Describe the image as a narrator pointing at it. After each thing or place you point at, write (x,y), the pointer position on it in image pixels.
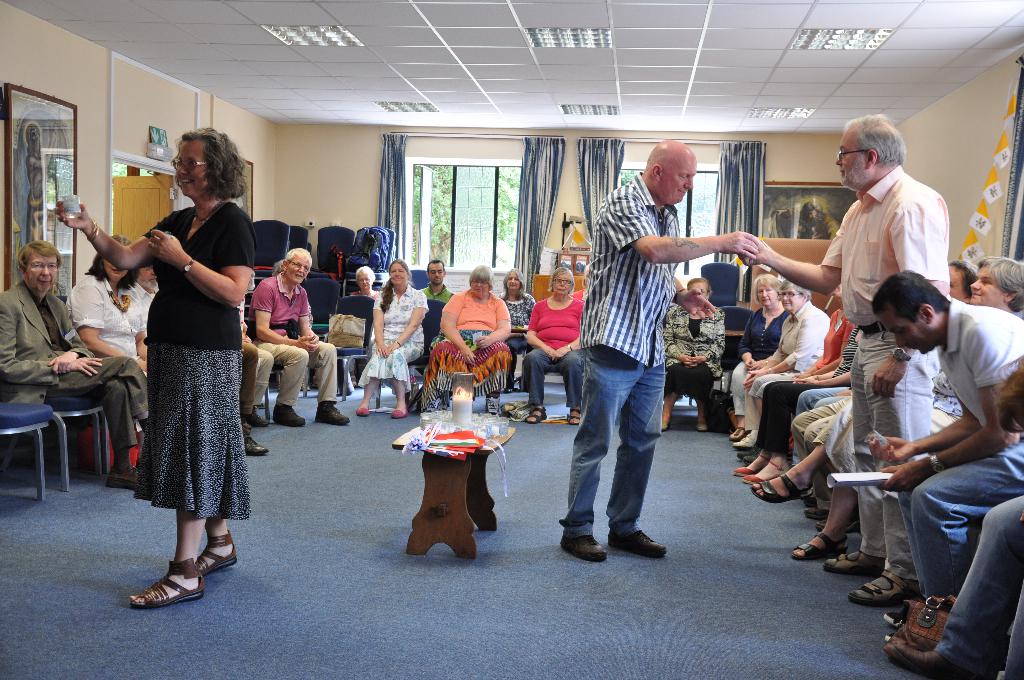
In this image I can see a woman (218,438) standing wearing a black shirt (174,317) and black skirt (183,438). She is holding some object (68,209) in her hand (82,224). I can see two men (682,290) standing and holding their hands (746,253). I can see a group of people (490,346) sitting on the chairs (318,332). I can see a bag (357,342) placed on the chair (351,353). This is a teapoy (424,467) where some objects (471,438) and a candle (469,405) is placed on the table (465,436). I can see a small bag (919,626) which is kept on the floor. This man (960,500) is sitting and holding a paper (891,483) on his hand (912,479). I can see a photo frame (60,138) which is attached to the wall (51,83). At background (454,234) I can see a window (467,221) which is opened and a curtain (537,190) which is hanged to the hanger (535,135). The rooftop (477,63) is having the ceiling light (581,39). I can see the trees (441,197) from the window (441,206) which is not clear enough. There are chairs (280,241) arranged in an order.
